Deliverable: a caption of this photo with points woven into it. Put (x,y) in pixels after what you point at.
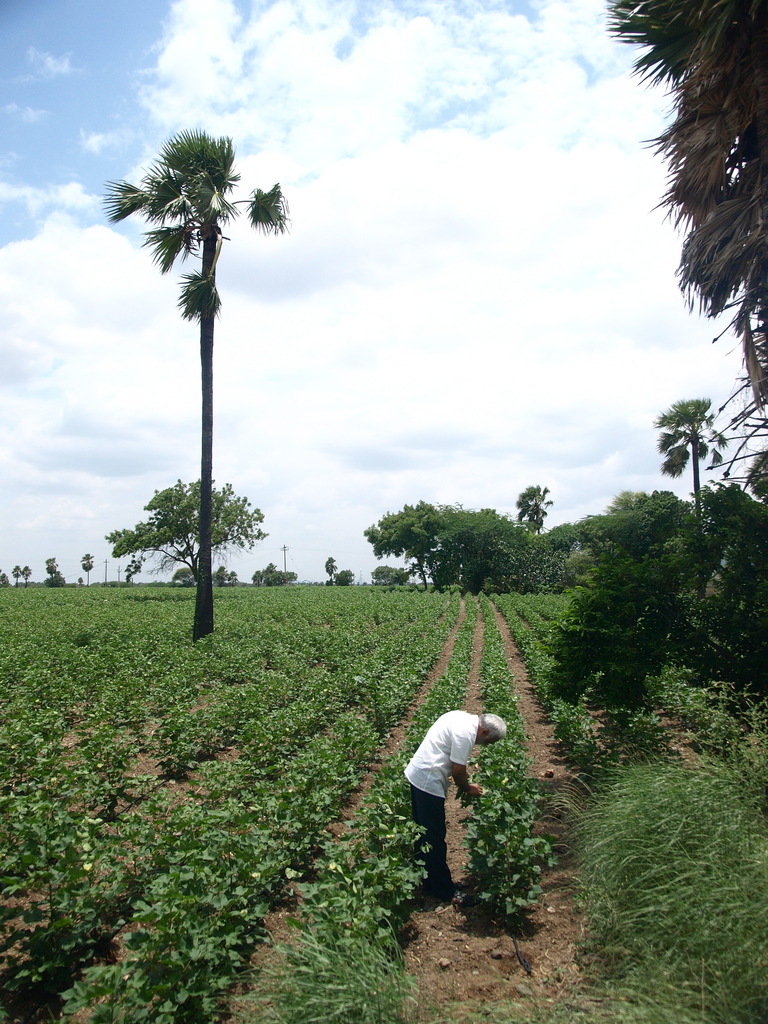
This image is taken outdoors. At the bottom of the image (394,937) there is a ground (395,940) with grass (699,863) and a few plants (315,714) on it. At the top of the image (74,211) there is a sky (90,275) with clouds (225,93). In the background (661,563) there are a few trees (404,542). In the middle of the image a man (504,733) is standing on the ground (339,837).
